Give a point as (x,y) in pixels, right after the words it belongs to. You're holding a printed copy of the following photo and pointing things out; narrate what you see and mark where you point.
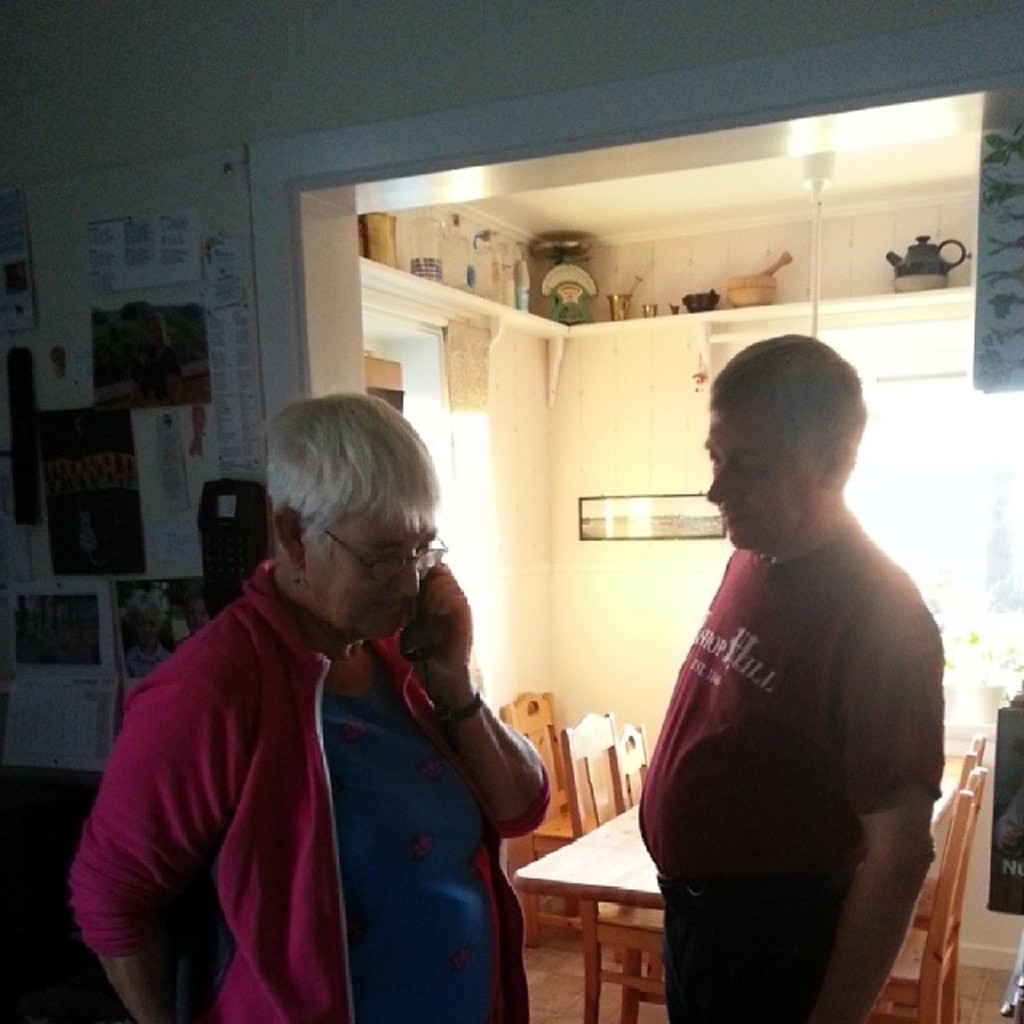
This picture shows two people (306,902) standing and a woman (453,645) speaking on the mobile (422,608) holding in her hand (433,598) and we see few posters (162,618) on the wall (29,168) and couple of chairs (627,742) and table (558,856) and few vessels (762,303) and kettle (904,253) on the shelf (920,301).
